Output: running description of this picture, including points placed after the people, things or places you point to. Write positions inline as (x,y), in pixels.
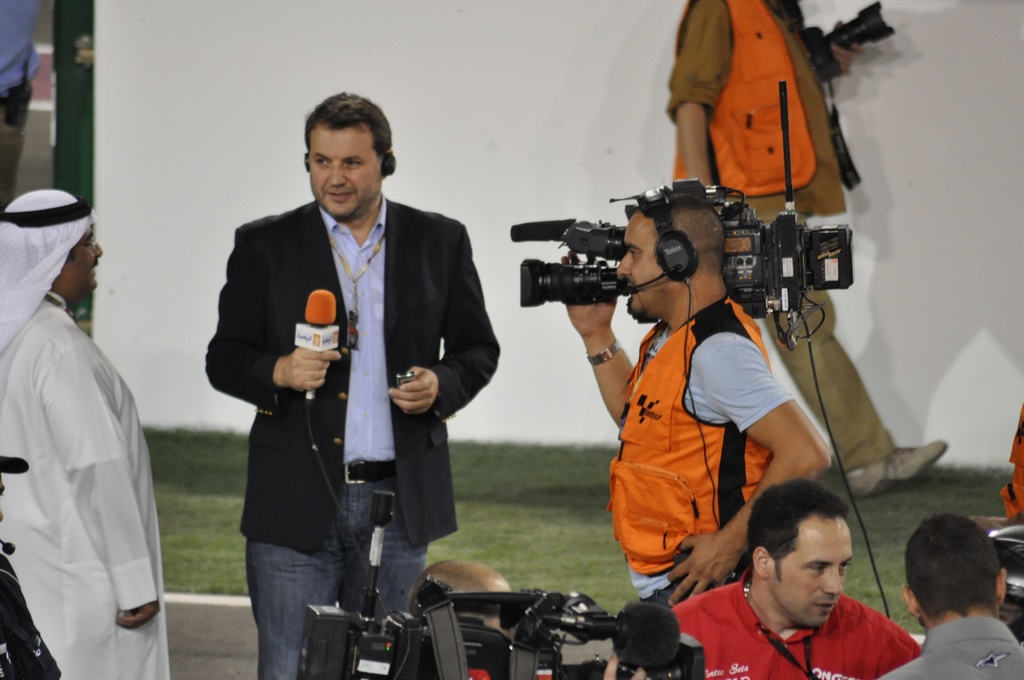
In the image we can see there are many people (649,420) wearing clothes (476,384). This man (373,181) is wearing headsets (381,170), identity card (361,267) and holding a microphone (303,341) in his hand (298,356). This is a video camera (561,268), grass (569,455) and there is a white wall (162,88), this person (729,143) is wearing shoes (887,464).
